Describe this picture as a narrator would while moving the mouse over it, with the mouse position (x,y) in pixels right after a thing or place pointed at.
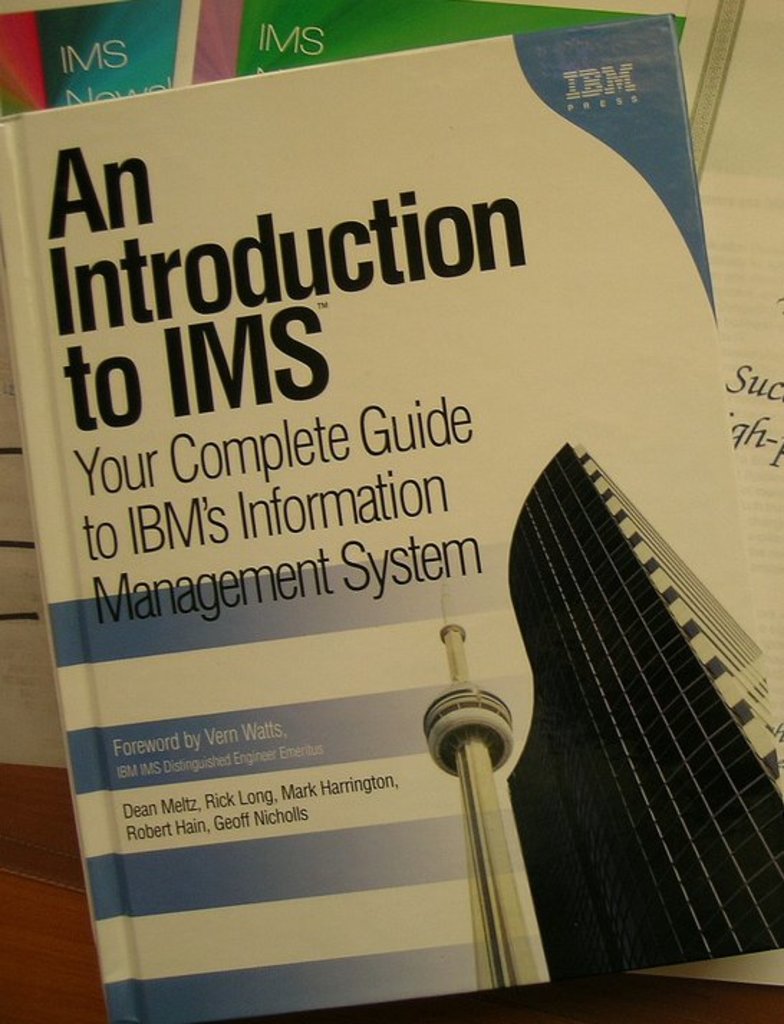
In this picture I can see there is a book (351,708) and there is something written on the cover page (470,681) and there is a image (701,788) of a building (637,718) and there is a logo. There are few books (422,246) placed on the wooden surface (76,917).
